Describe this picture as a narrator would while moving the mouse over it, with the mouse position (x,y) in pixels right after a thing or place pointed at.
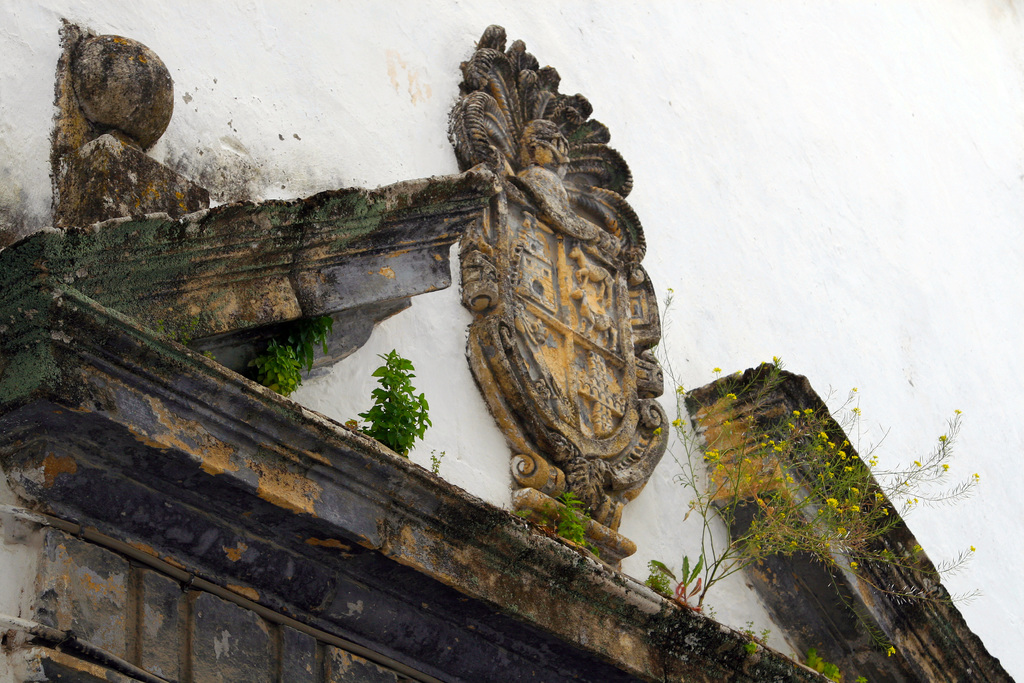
In this image there is a wall (622,516). There are sculptures (482,285) on the wall (757,613). There are plants (787,520) and algae (129,316) on the wall (11,503).
